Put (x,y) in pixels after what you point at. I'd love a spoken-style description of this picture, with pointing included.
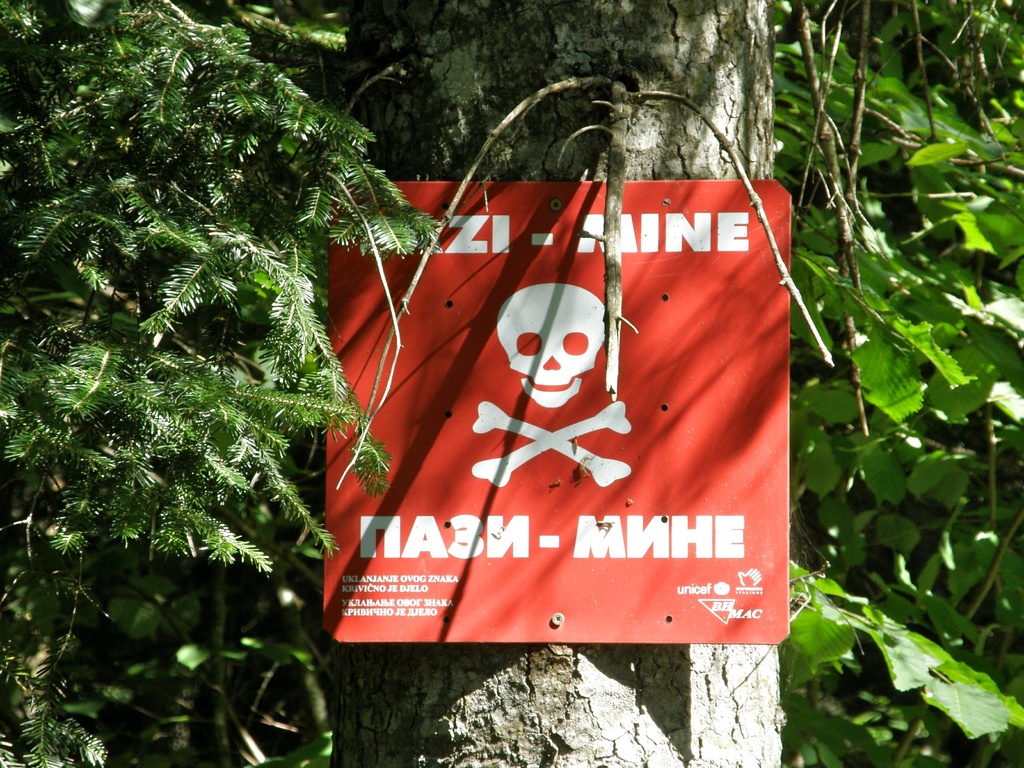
In this picture we can see a sign board (568,400) and few trees (386,247), we can see some text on the board (493,464).
